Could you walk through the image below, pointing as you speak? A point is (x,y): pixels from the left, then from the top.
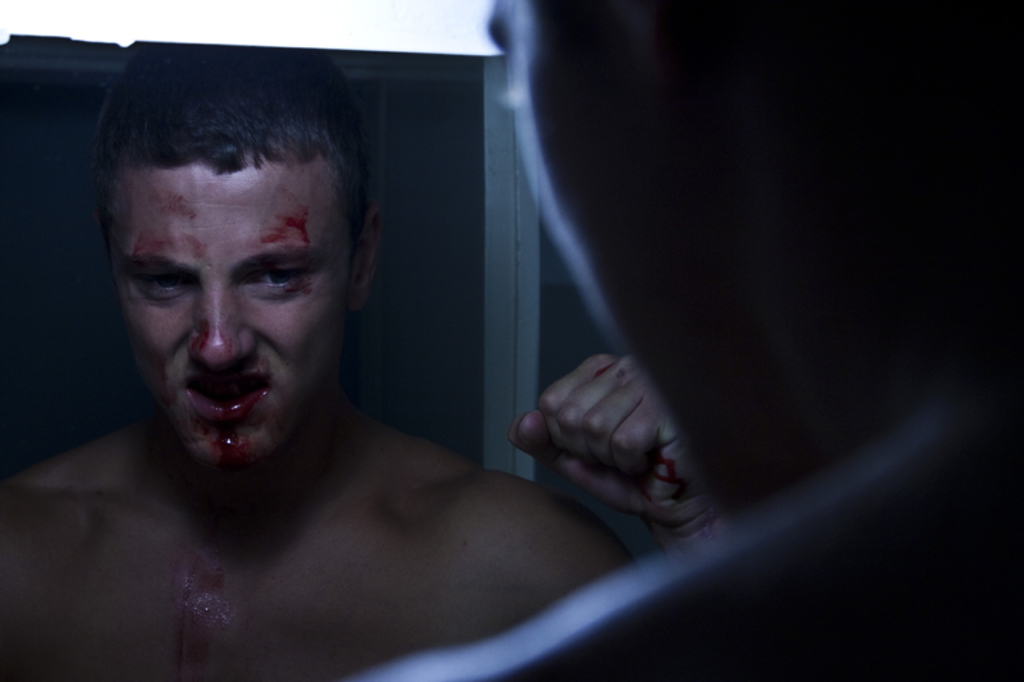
In this image we can see a person (669,321) and his mirror image (235,569) who is bleeding, and borders (163,12) are in white color.
